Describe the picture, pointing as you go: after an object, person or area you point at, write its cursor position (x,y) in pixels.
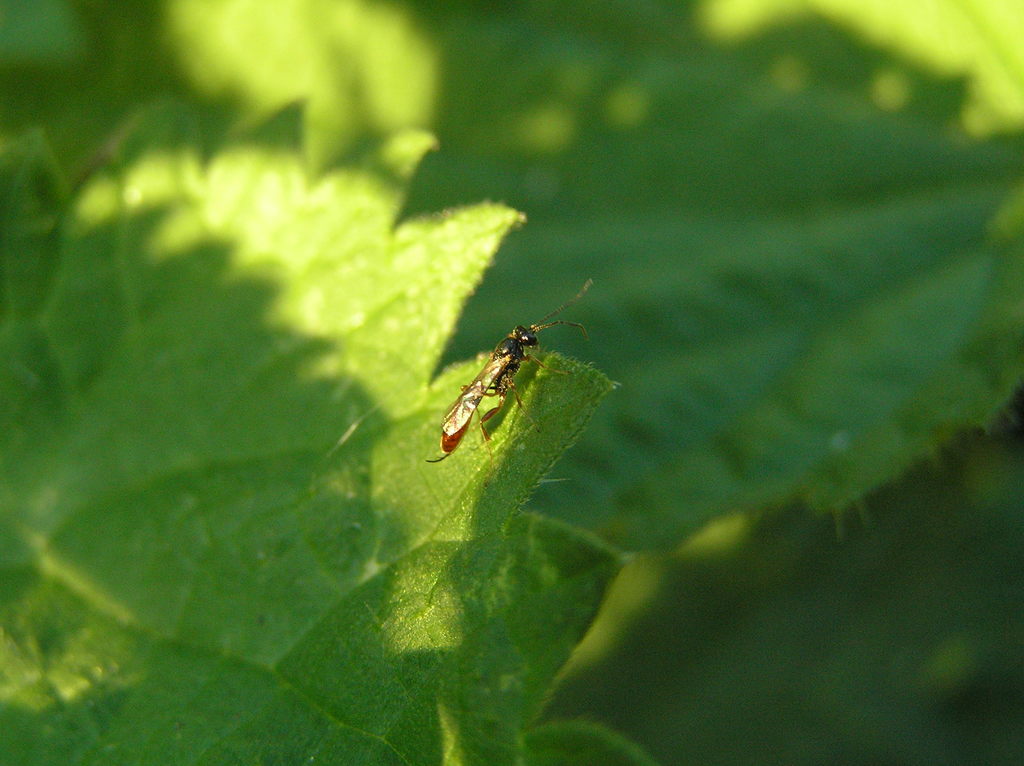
In this image, we can see an insect (471,400) on the leaf (443,476). Background (826,734) we can see the blur view. Here we can see greenery (895,203).
